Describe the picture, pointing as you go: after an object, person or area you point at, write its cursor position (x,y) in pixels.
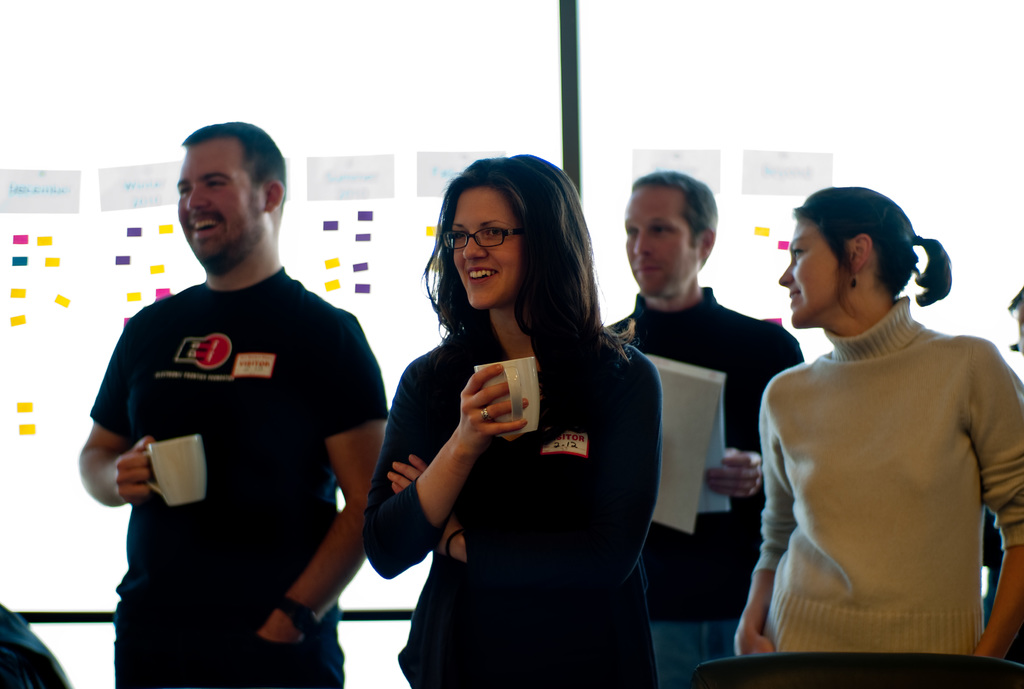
In the foreground of the picture (562,572) we can see a group of people (435,428) standing. In the foreground (208,412) a man (222,464) and woman (572,449) are holding cups (187,499). In the background (331,52) it is glass window (168,76), to the window (32,275) there are paper (353,170) sticked.
